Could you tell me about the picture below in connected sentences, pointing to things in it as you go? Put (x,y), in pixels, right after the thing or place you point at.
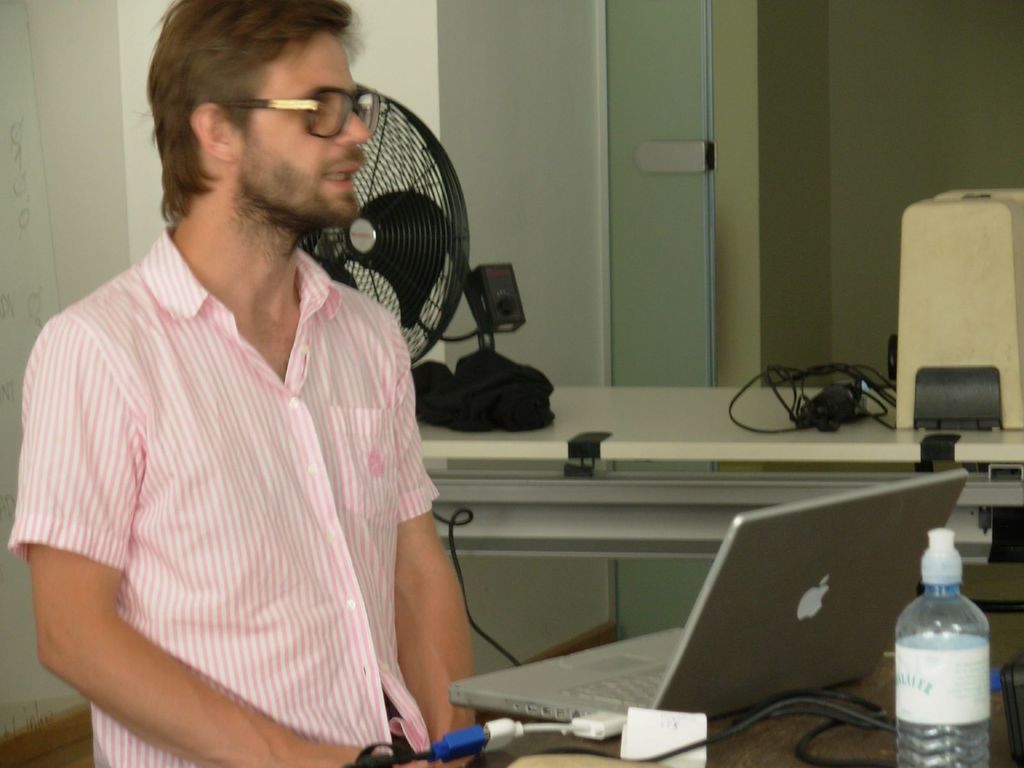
The image is inside the room (458,578). In the image there is a man (289,444) standing in front of a table (828,738), on table (848,736) we can see a laptop (796,617), water bottle (963,680), wires (469,734) and a fan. In background (546,187) there is a wall (402,64) which is in white color.
